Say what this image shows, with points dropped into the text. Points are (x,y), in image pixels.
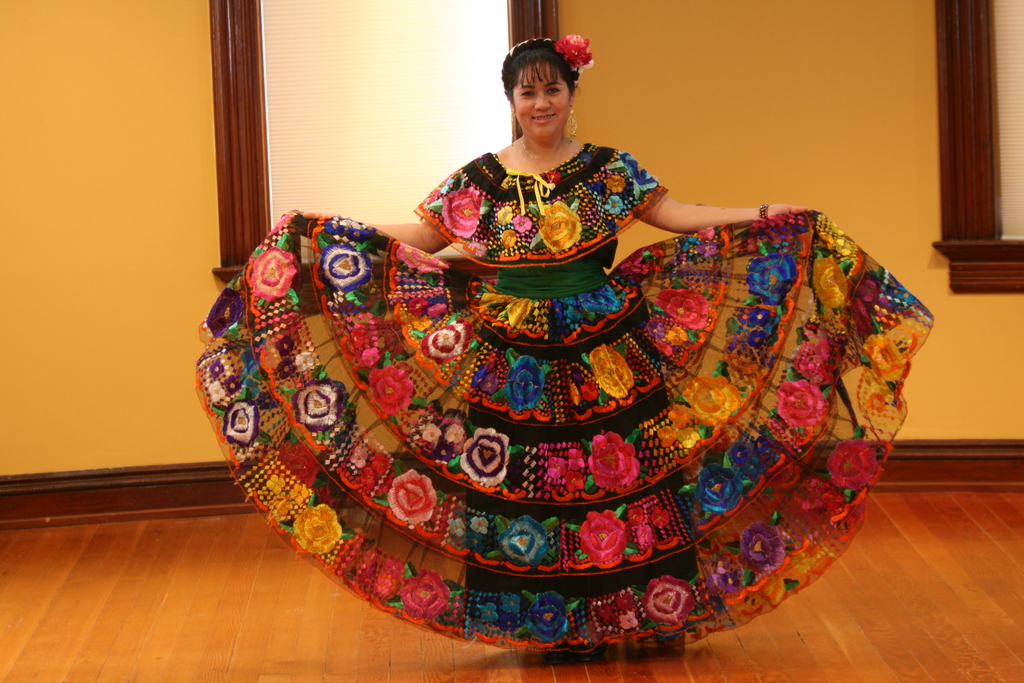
This image consists of a woman (633,430). She is wearing a frock (455,447). She is wearing earrings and hair band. There are windows (422,135) behind her.
